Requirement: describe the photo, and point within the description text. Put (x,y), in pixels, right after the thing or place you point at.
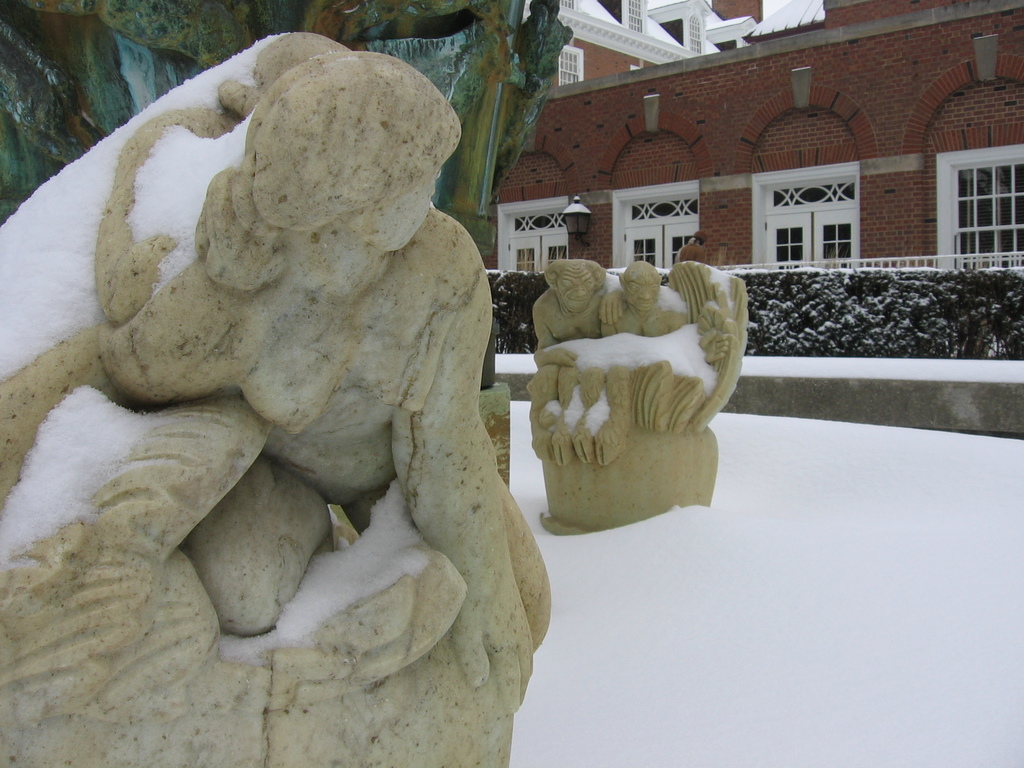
In this image there are sculptures (380,336), there is ice (590,350) on the sculptures (311,355), there is ice (673,722) towards the bottom of the image (810,598), there are plants (896,316), there is a building (818,136) towards the top of the image (529,225), there are windows (821,202), there is an object (501,35) towards the top of the image (213,47).
